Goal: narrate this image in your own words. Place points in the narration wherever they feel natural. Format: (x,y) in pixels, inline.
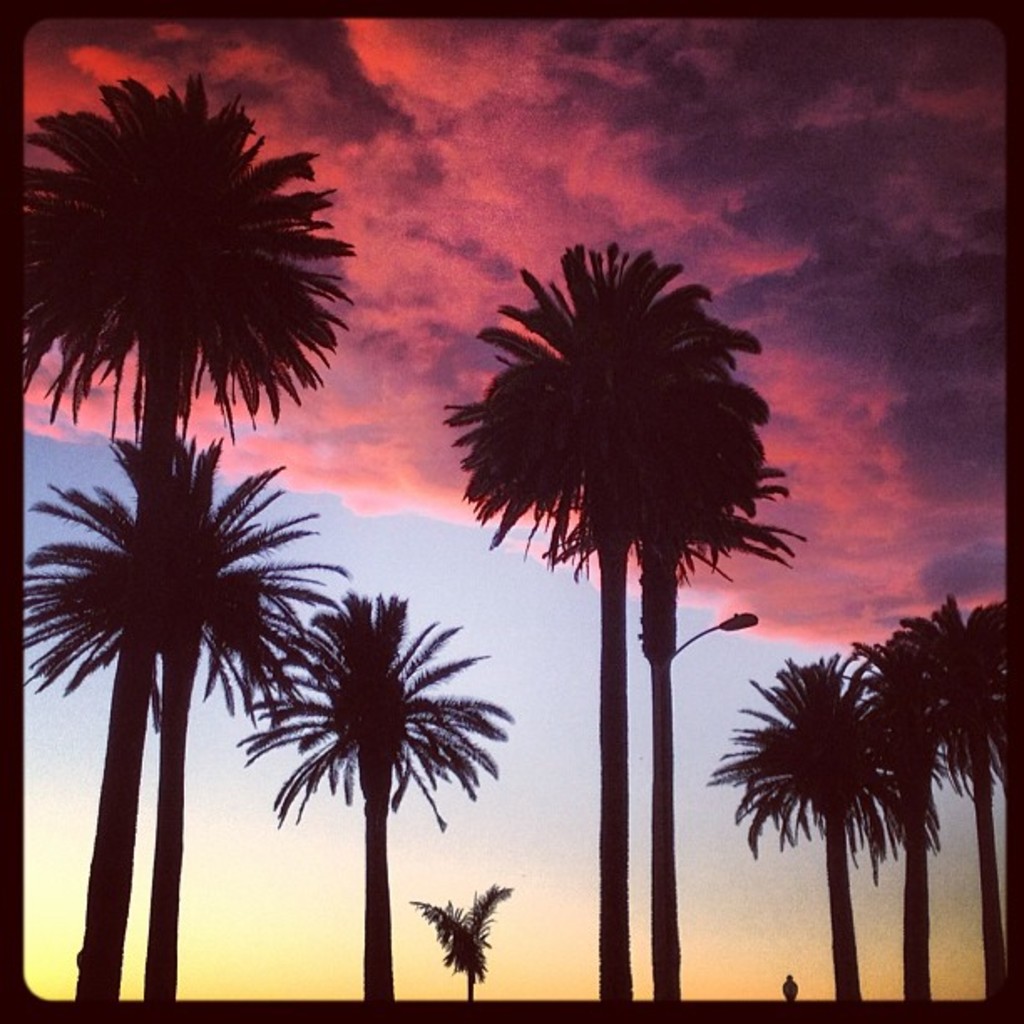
This image is an edited image. This image is taken outdoors. At the top of the image (468,191) there is the sky (808,659) with clouds (778,612). In the middle of the image (636,376) there are a few trees (143,192) and there is a street light (697,635). At the bottom of the image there is a person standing on the ground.
